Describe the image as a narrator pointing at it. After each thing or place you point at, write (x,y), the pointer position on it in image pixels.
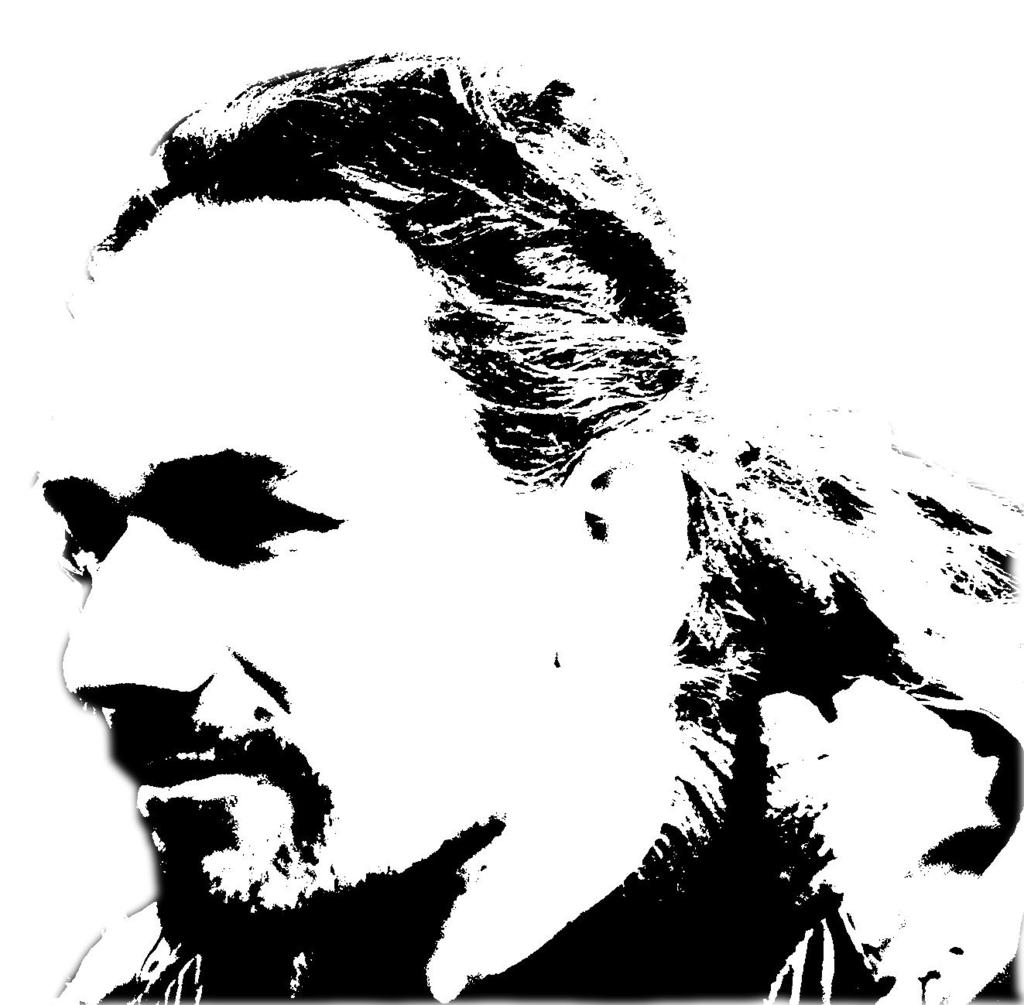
This is an edited image. In this image we can see a black and white picture of a man (541,742).
